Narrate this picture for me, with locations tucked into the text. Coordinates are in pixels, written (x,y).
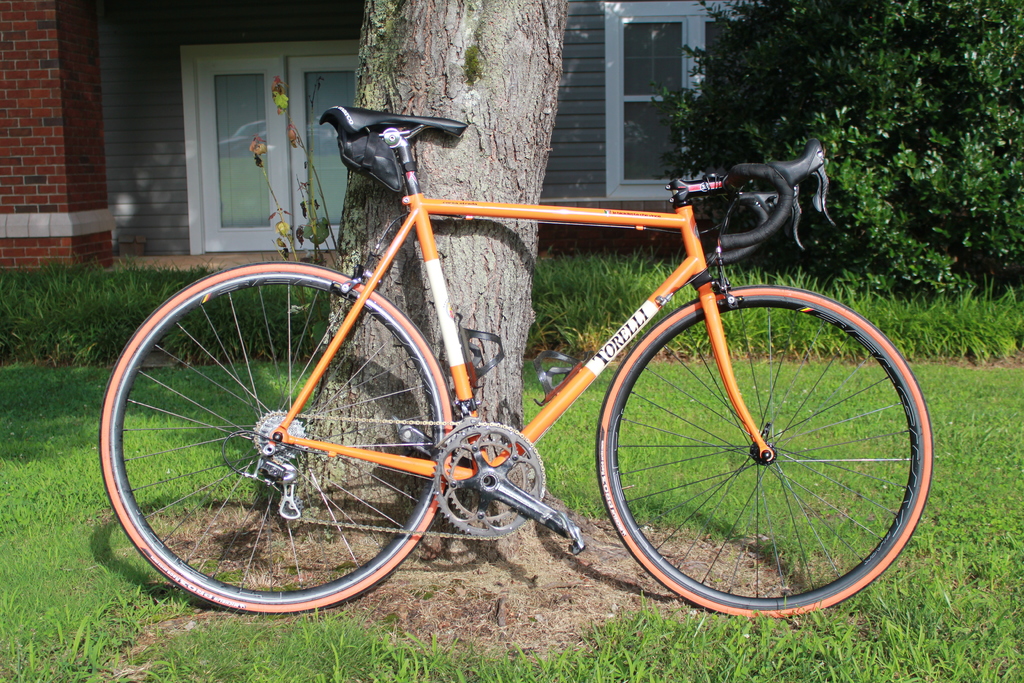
In the center of the image (485,450) there is a bicycle (466,454). In the background (467,179) there is a tree (402,108) and a building (91,163). On the right (843,222) there is a bush (904,229). At the bottom (663,637) there is grass (119,605).
